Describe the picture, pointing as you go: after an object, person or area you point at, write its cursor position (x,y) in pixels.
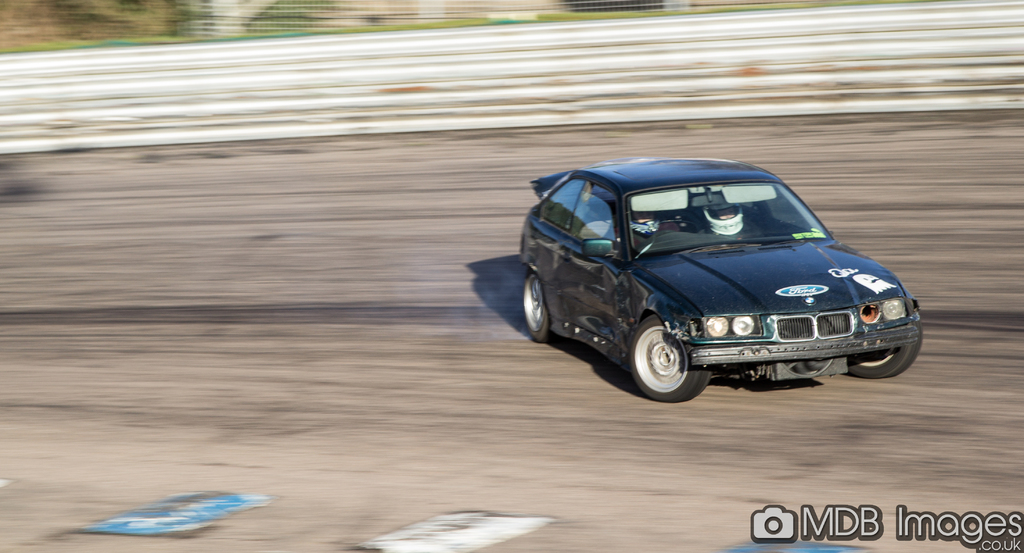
In this picture there is a car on the right side of the image (763,283) and the background (103,6) area of the image is blurred.
